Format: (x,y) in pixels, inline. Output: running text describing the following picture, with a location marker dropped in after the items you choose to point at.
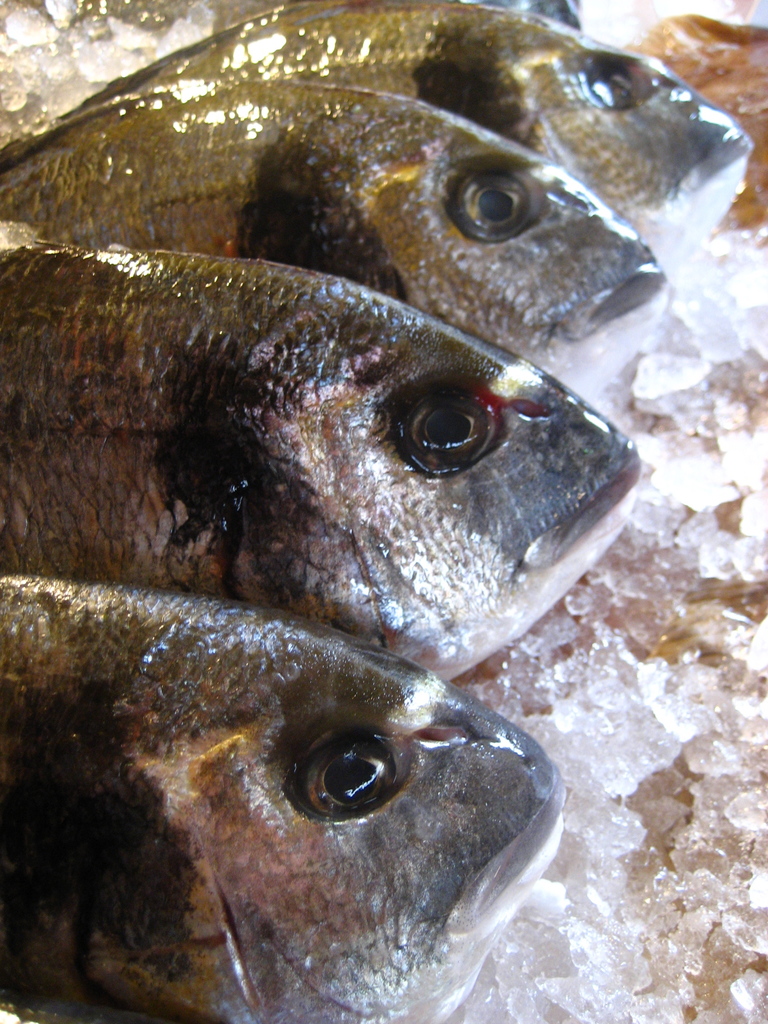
This image consists of four fishes (363,490) kept in a line. At the bottom (620,794), there is ice (628,747).
